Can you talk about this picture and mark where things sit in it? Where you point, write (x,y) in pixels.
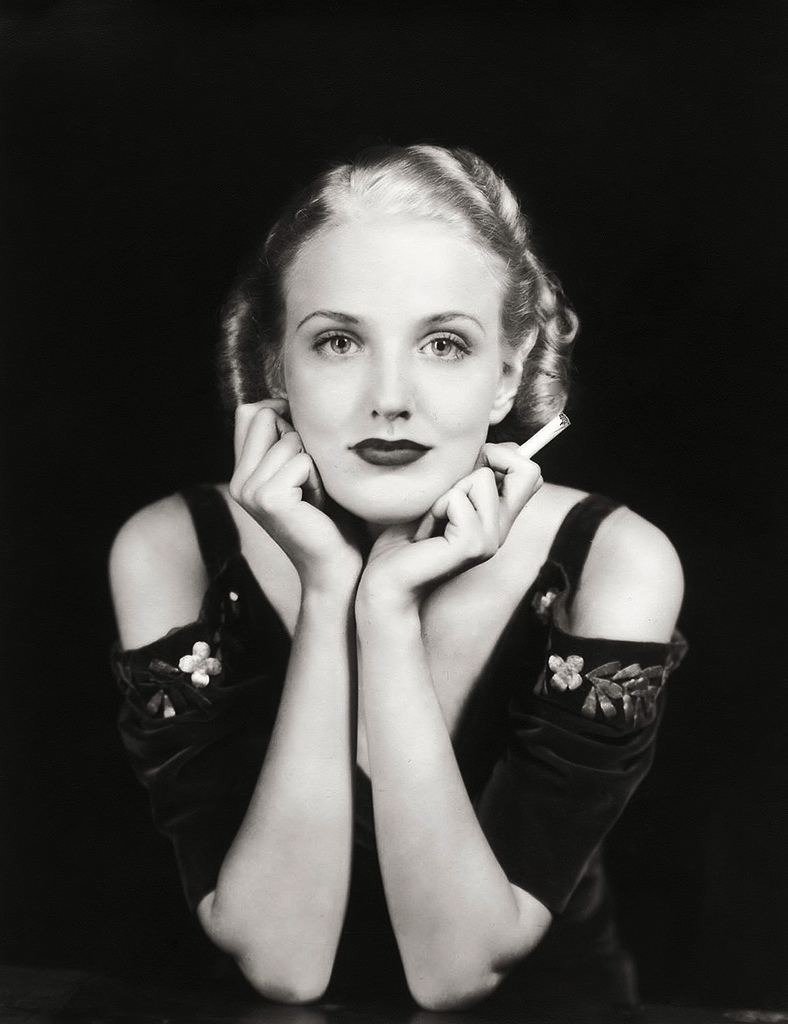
This is a black and white image and here we can see a lady (374,461).
